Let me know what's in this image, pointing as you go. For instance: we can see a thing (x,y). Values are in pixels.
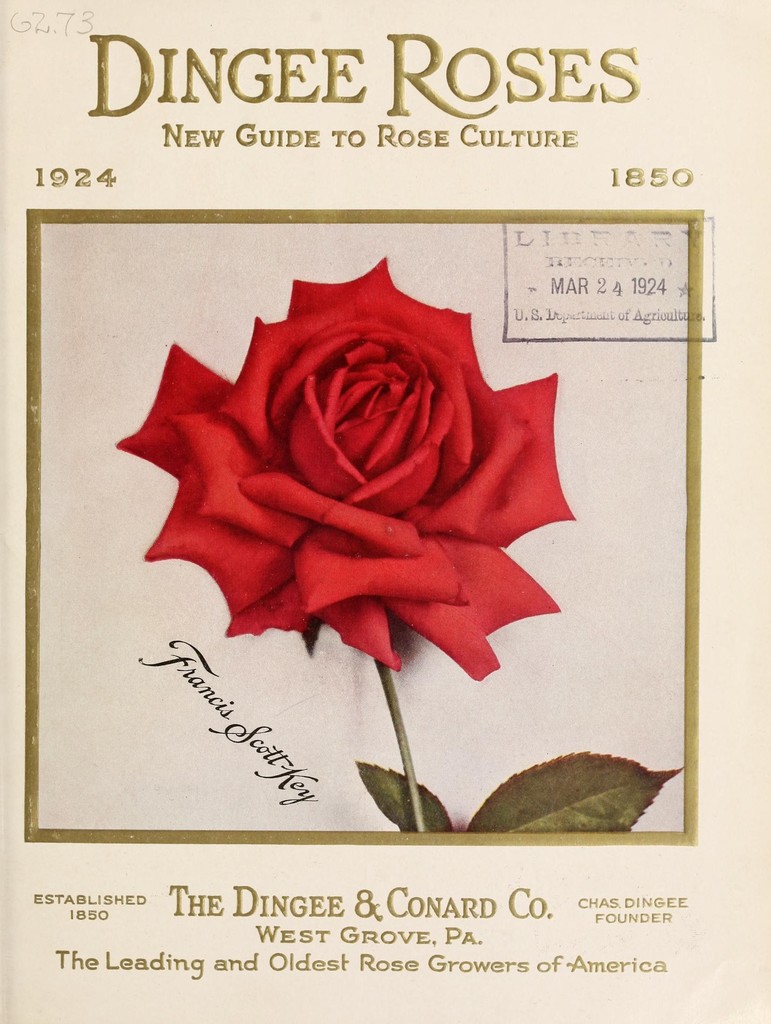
In this picture we can see the paper photo (343,599) of the red rose (322,501). On the top (277,100) we can see the "Dingee Roses" (209,87) is written.
